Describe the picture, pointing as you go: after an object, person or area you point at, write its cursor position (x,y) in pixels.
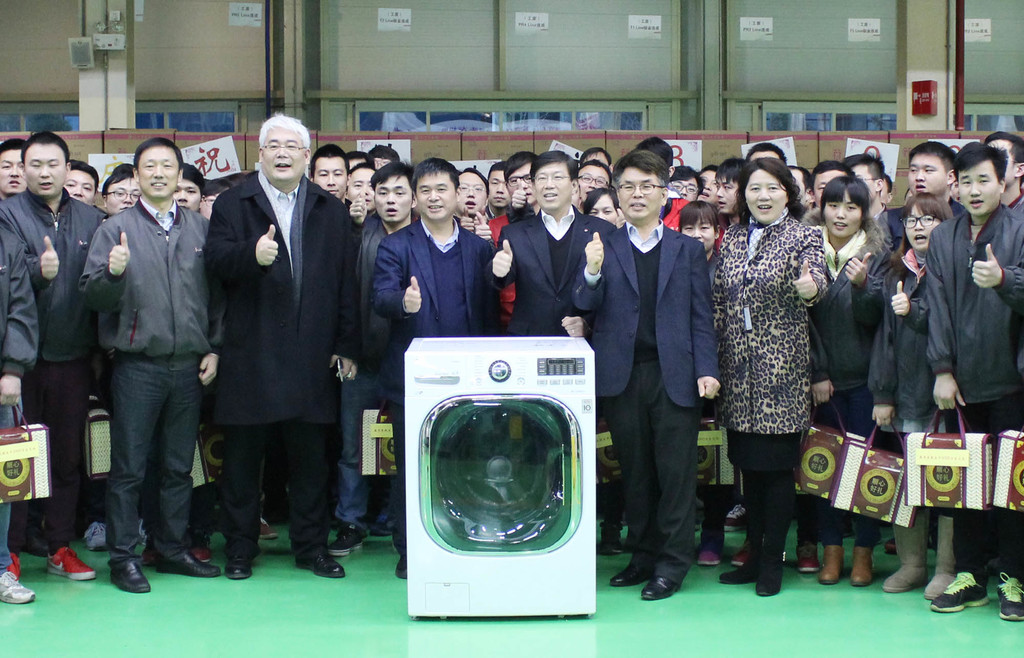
In this picture I can see a washing machine (416,485) in front (441,479) and behind it I see number of people (251,217) who are standing and I see that few of them are holding bags (950,454). In the background (165,72) I see the wall (363,53) on which there are few papers (240,19) and I see something is written on them.
